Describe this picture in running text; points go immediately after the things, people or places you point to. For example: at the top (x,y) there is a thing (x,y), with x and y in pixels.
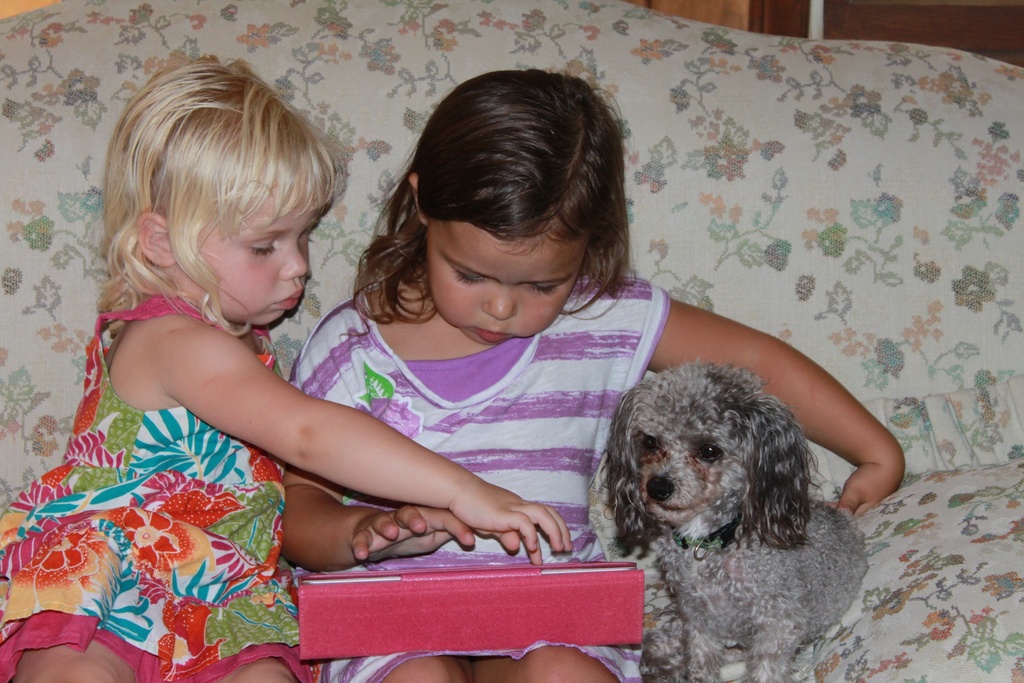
In this image I can see two girls (790,384) and a dog (687,619) are sitting.
